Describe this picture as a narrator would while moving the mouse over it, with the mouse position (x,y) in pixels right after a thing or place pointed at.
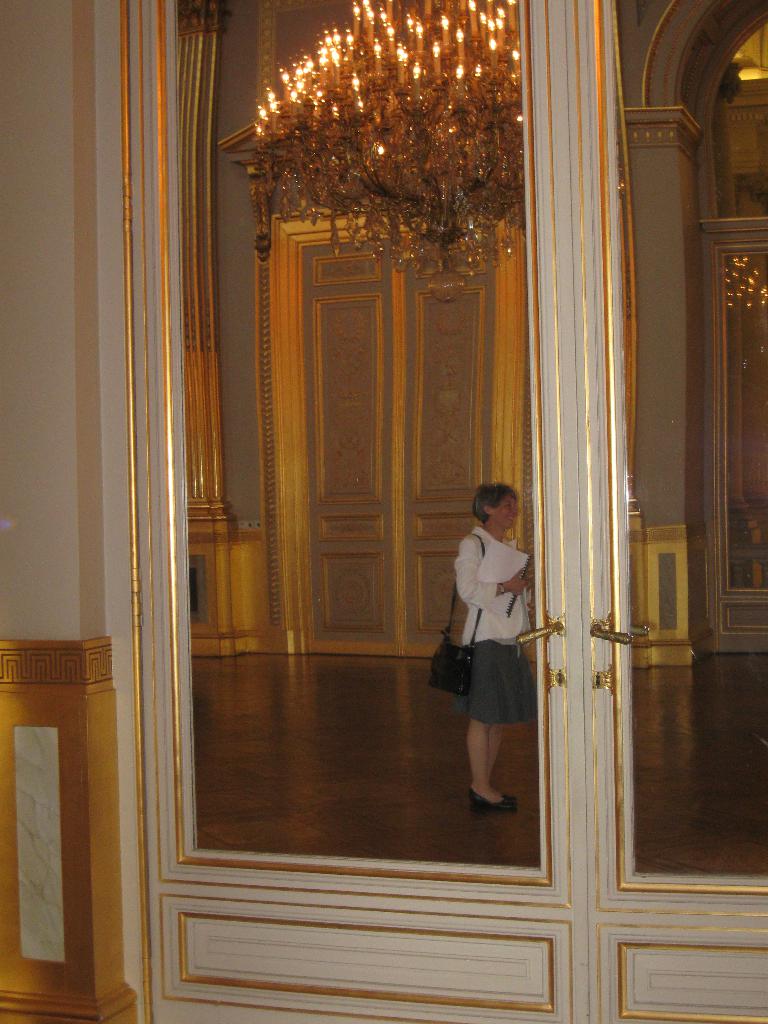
In this image there are doors (472,379), chandelier (293,133), a person (471,565) standing and holding a paper (510,548), wall (102,511).
